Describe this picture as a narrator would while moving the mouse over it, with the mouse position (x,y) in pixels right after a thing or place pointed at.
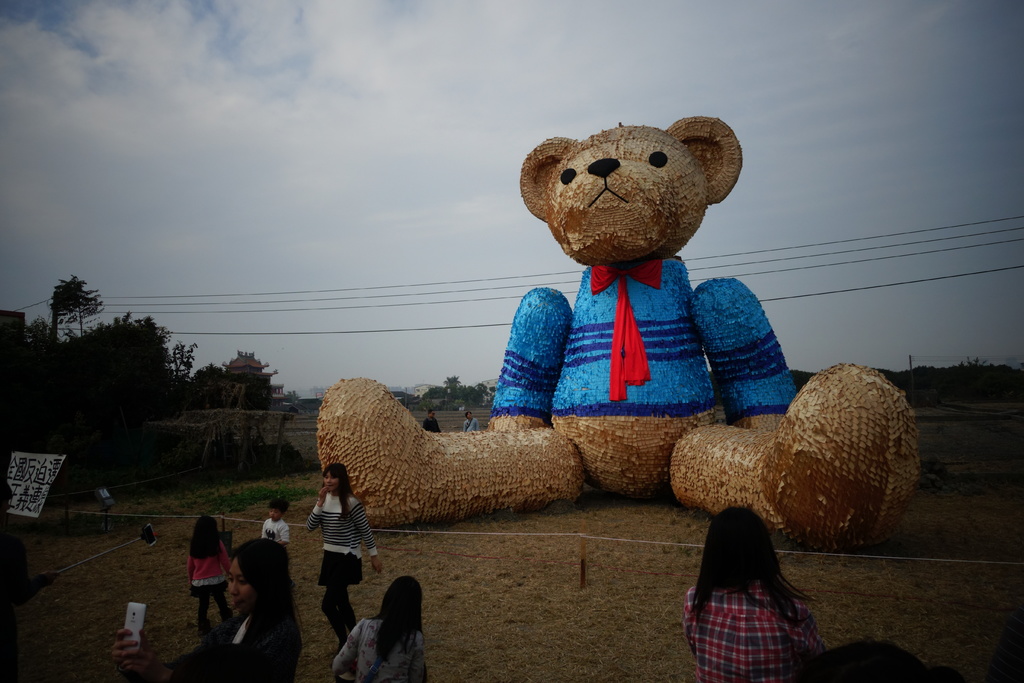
In this image, there is an outside view. In the foreground (755,536), there are some persons (345,585) standing and wearing clothes (341,572). There are some trees (153,395) on the left side of the image (153,395). There is a teddy bear (577,326) in the middle of the image (593,325). In the background (452,207), there is a sky (452,207).
